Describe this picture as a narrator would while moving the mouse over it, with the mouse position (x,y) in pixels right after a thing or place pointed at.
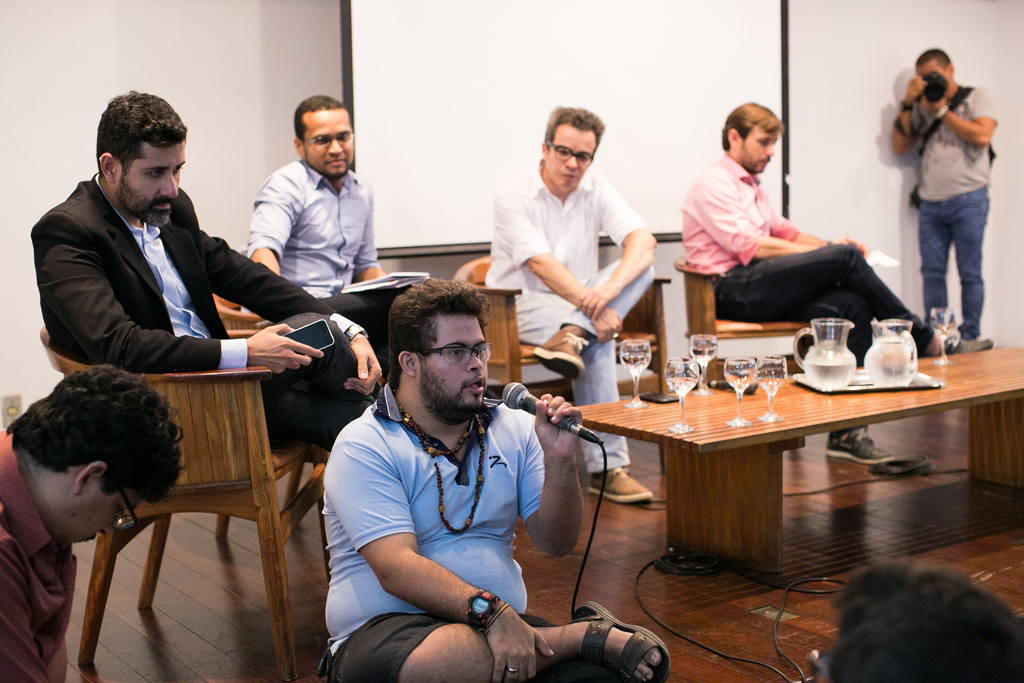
In this picture I can see group of men (570,264) among them one person (952,120) is standing and holding a camera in the hand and some men (152,312) are sitting on a chair (501,298), The person (402,551) in the front (480,511) is holding a microphone (511,401) in the hand (559,434). On the right side (891,396) I can see a table (807,415) on which I can see glasses (760,385) and some other objects (856,379) on it. In the background (473,111) I can see a projector screen (477,102) and white color wall (228,112).
